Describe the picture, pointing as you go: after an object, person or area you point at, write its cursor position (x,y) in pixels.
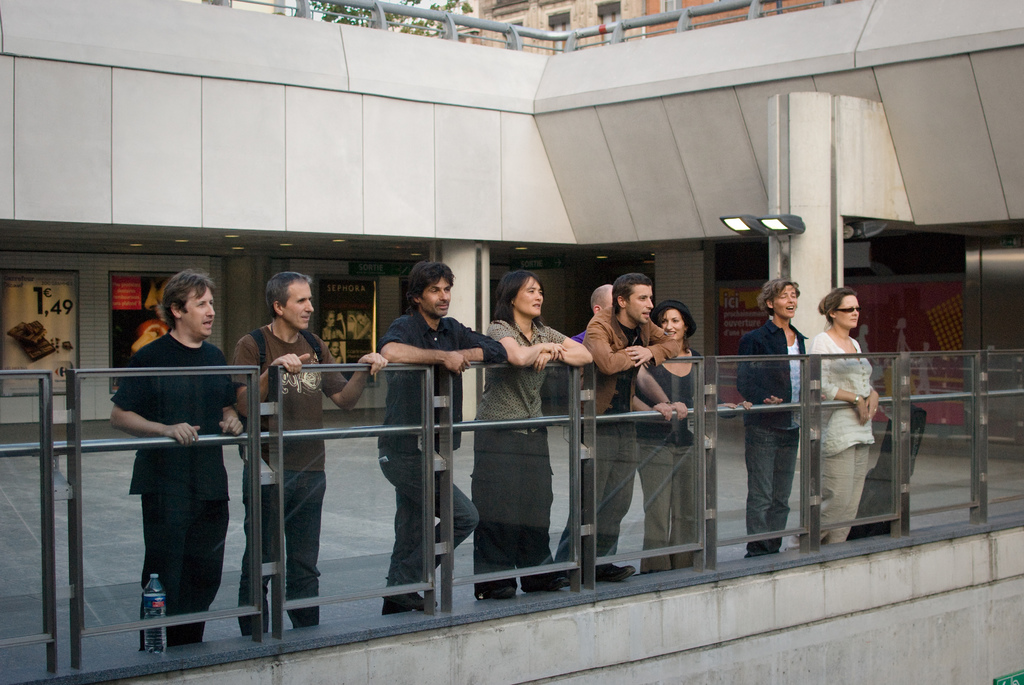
In this image I can see the group of people (410,373) with different color dresses (511,385). These people (617,433) are standing in-front of the glass fence (531,382). In the background (354,307) I can see many boards (336,316) to the wall (134,265). I can see the plant (400,15) in the top (394,20).
